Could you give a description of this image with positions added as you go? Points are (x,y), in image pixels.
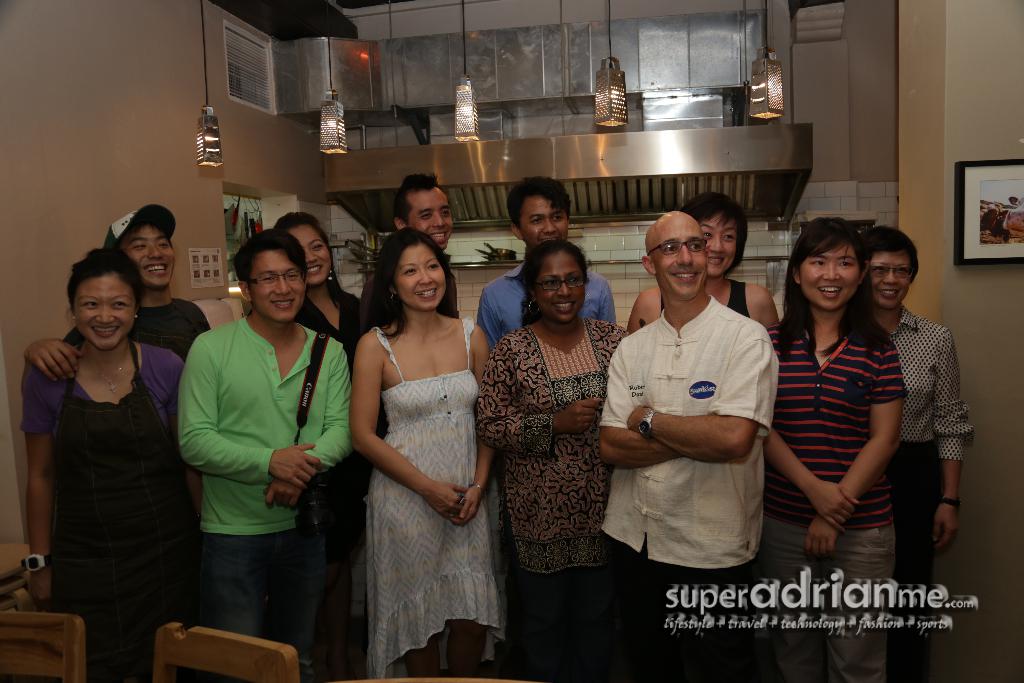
In this image, we can see a group of people (634,478) are standing and smiling. At the bottom of the image (246,658), we can see wooden objects (246,658) and watermarks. In the background (77,95), we can see wall (154,162), poster (221,269), lights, photo frame (975,218), chimney (568,95), windows (248,209), tile wall (619,229) and utensils (260,220).
